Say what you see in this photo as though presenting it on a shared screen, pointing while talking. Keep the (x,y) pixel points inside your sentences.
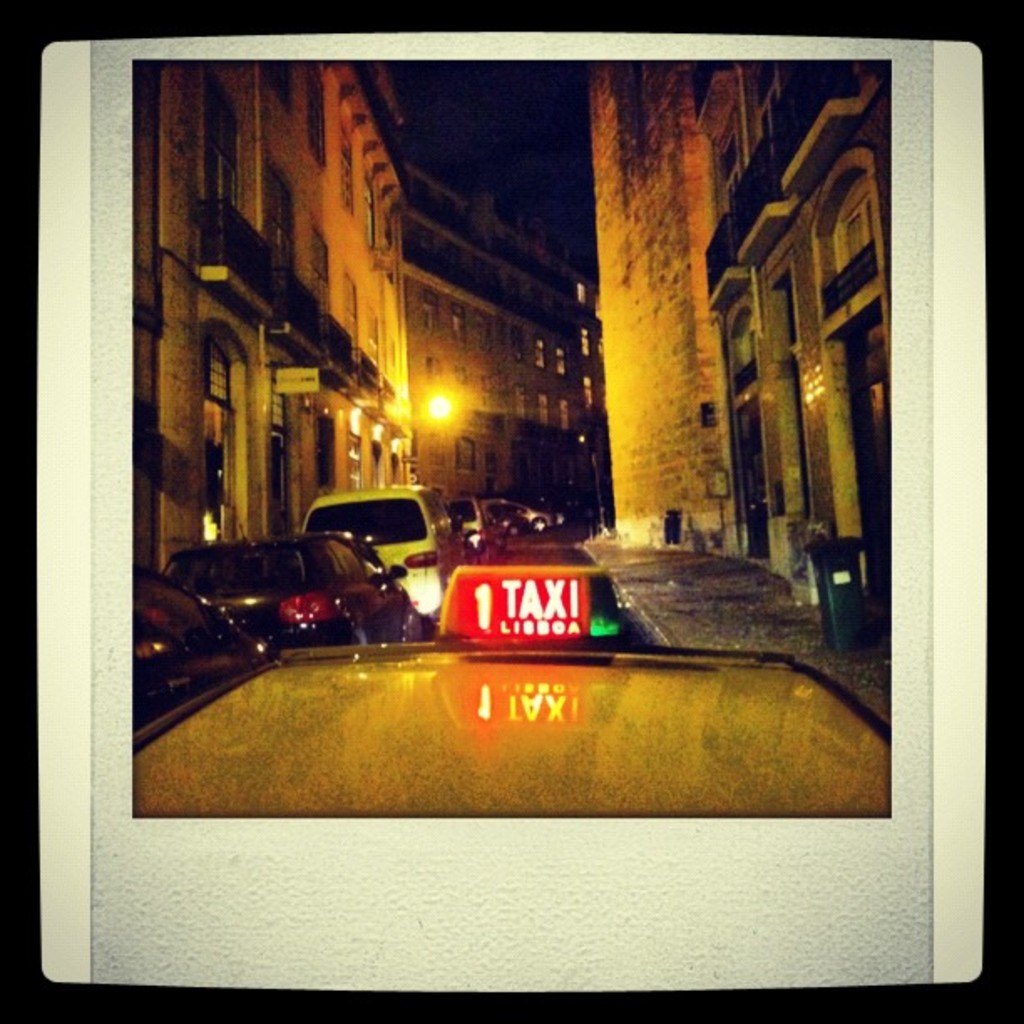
In this image I can see the vehicles (455,614). On the left (248,236) and right side (715,238), I can see the buildings (430,306). I can see the light (436,410).
